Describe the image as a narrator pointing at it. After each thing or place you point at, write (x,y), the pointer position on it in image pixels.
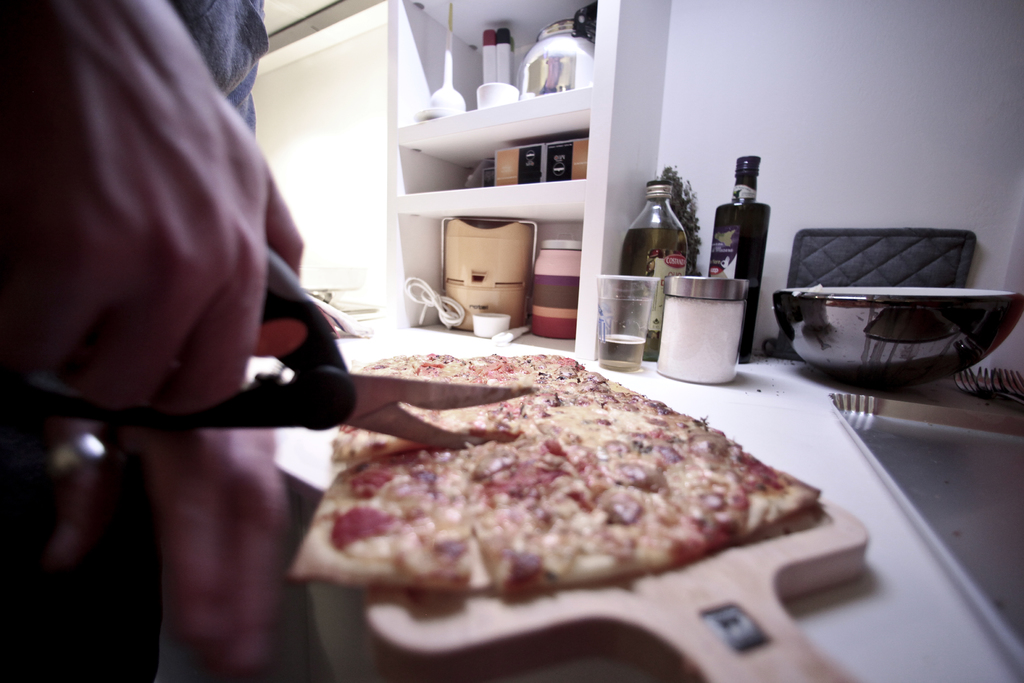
In this picture there is a person (83,133) standing and holding the object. There is pizza (358,444) on the wooden object (775,622) and there are bottles (648,206) and there is a bowl (946,323) and there are objects (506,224) on the table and there are objects (424,317) in the shelf (465,81).
